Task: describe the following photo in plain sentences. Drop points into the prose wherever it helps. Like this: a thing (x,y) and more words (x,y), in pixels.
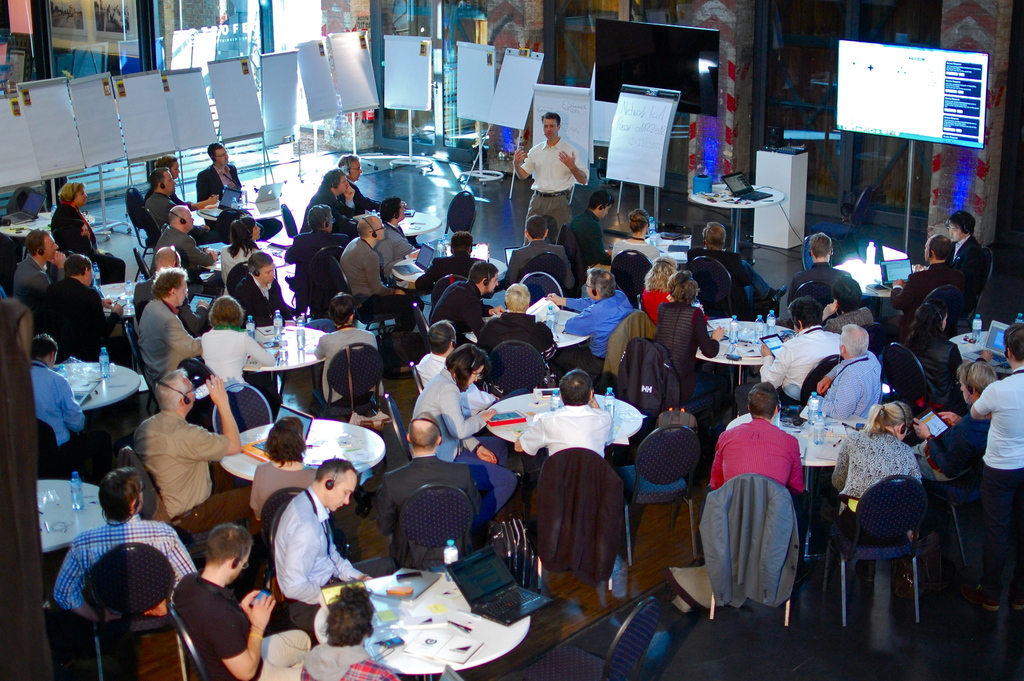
In this image there are group of people (982,603) sitting in chairs (26,194) near the table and there is laptop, table (751,327), hoarding (641,96), television (676,84) in the background (894,108).
